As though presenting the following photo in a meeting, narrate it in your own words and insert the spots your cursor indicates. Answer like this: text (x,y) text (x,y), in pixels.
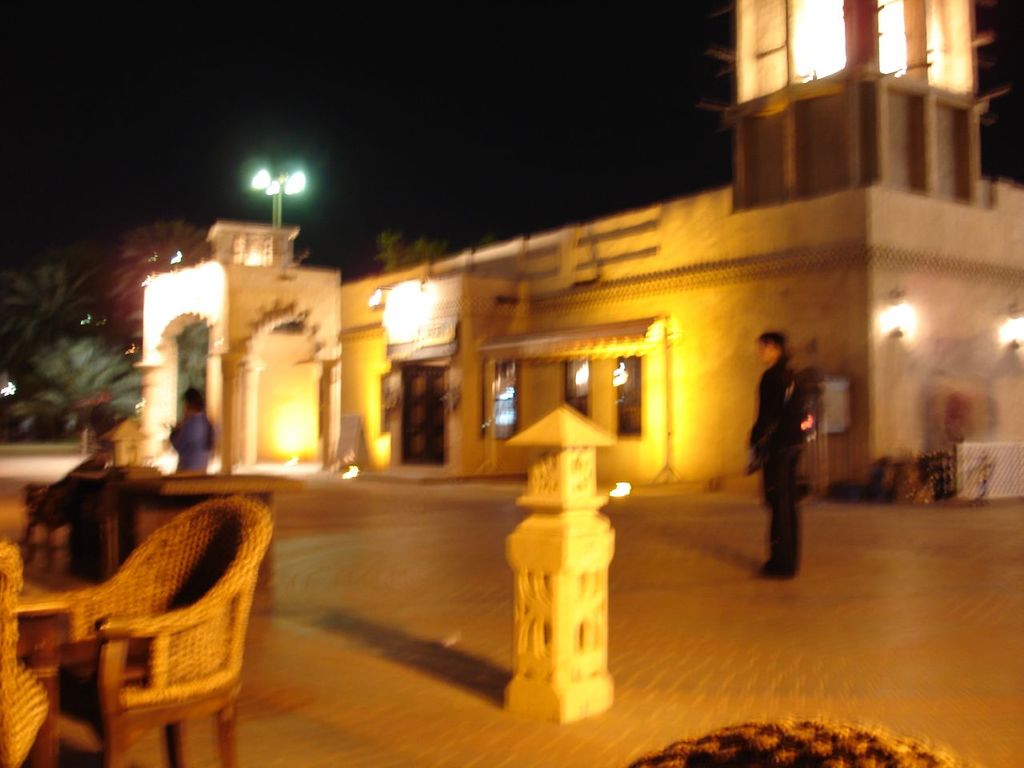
In this image we can see two persons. Behind the persons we can see a building (531,284). On the building (271,252) we can see few lights (423,289). On the left side (91,356), we can see few trees (75,367). In front of the persons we can see few chairs (186,597) and tables (101,548).
